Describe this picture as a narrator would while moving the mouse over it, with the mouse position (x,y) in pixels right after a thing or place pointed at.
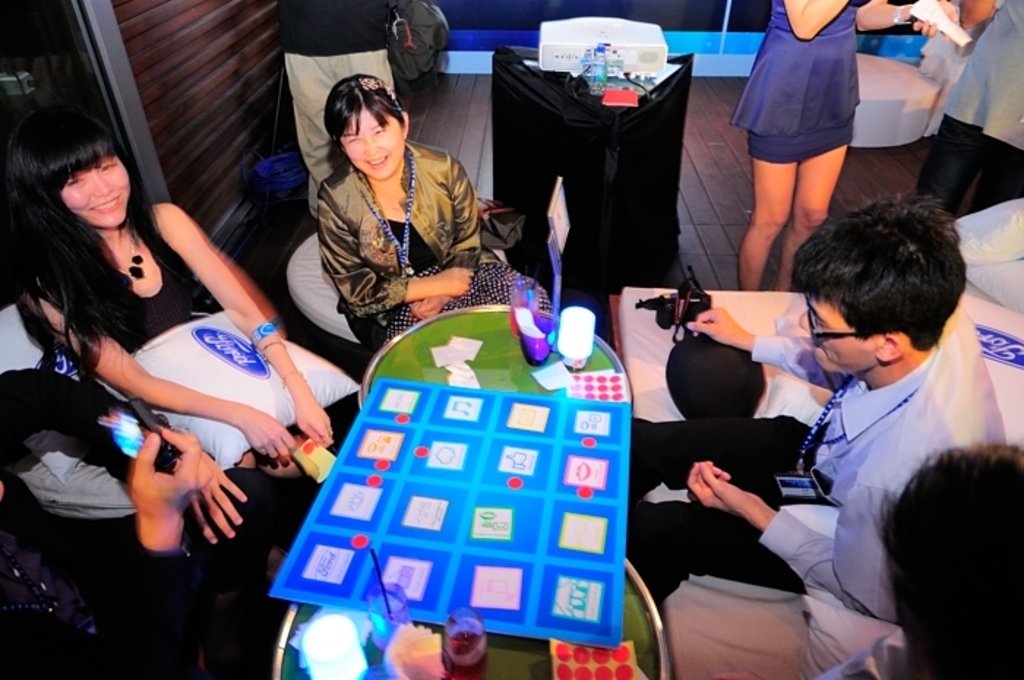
In this image, we can see few peoples (795,465) are sat on the chair (782,616), few are sat on the bed (760,626). In the middle (403,405), there is a table (470,336) few items (558,506) are placed on it. These women (397,203) are smiling. On left side (122,543), a human (45,616) is holding a camera (142,438). In the middle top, we can see black color table (625,129), there is a projector (632,61), few items (615,86) on it. On right side (822,119) corner, few peoples (835,107) are standing and the middle person (356,70) also standing. There is a bag (421,47) here. We can see floor (413,137) and wall (238,120).
